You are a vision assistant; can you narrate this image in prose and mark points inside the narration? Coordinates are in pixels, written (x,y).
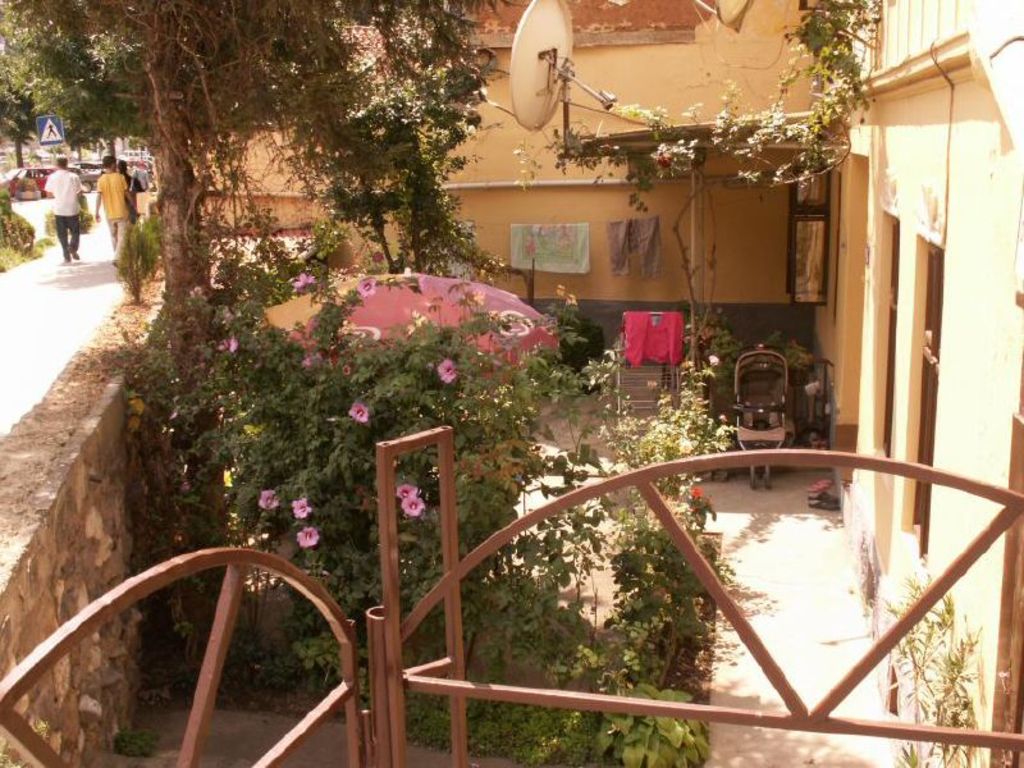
In this image on the left (111,213), there is a man (111,213), he wears a t shirt (115,215), trouser (116,230), he is walking and there is a man (61,197), he wears a shirt (66,209), trouser (65,224), he is walking and there are some people (143,186), cars (83,174), sign boards (46,140), trees (168,83). In the middle (679,265) there are trees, dishcloths (511,233), doors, house (900,348), vehicle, gate (789,457), plants (429,525), flowers (415,494), wall (676,66).
